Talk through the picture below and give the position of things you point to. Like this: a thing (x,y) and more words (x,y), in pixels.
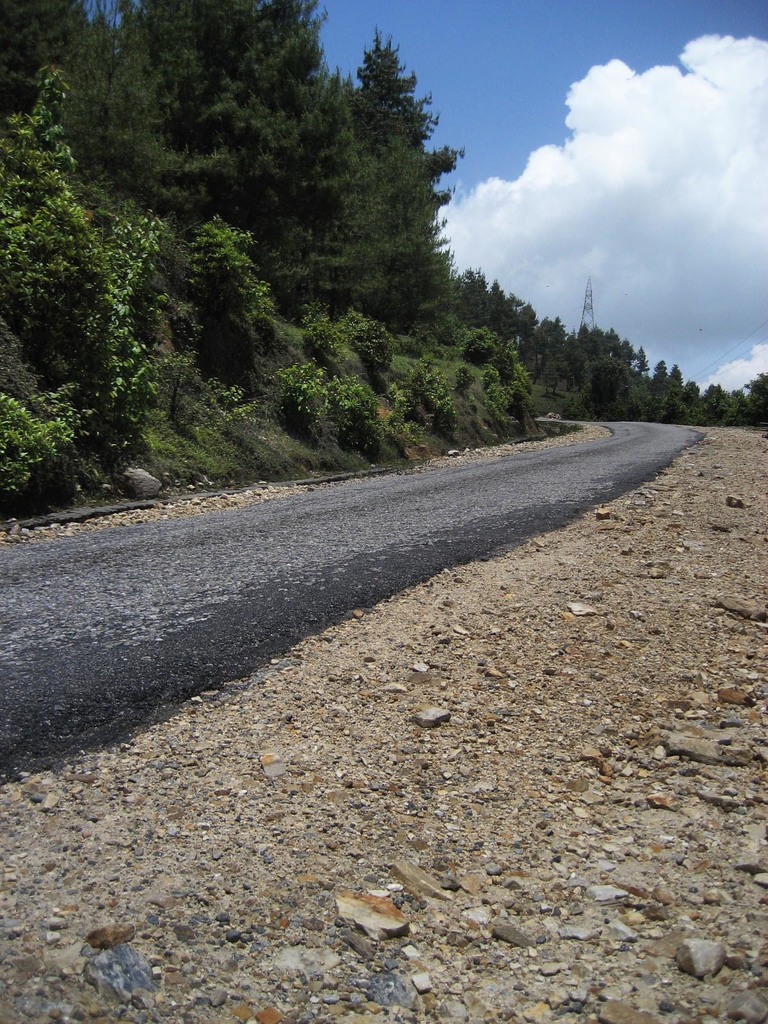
In this picture we can see some stones (419,693) and road (277,647) at the bottom (254,757), in the background (0,313) there are some trees (100,377), we can see the sky (484,238) and clouds (632,104) at the top of the picture (567,95).
